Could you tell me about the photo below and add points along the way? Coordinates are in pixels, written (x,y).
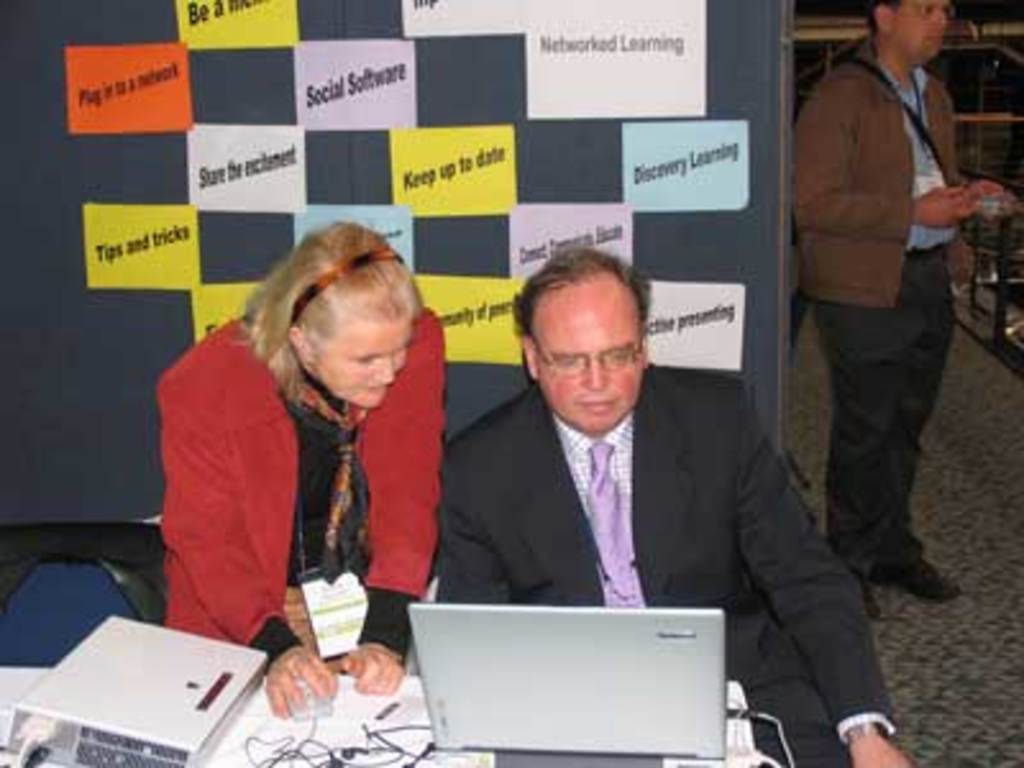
In this picture the person (676,507) wearing suit (694,531) is sitting and operating a laptop (583,613) in front of him and there is another woman (347,481) standing beside him placed her hand (296,673) on a mouse (311,707) in front of her and there are some other objects (498,89) in the background (453,89).
